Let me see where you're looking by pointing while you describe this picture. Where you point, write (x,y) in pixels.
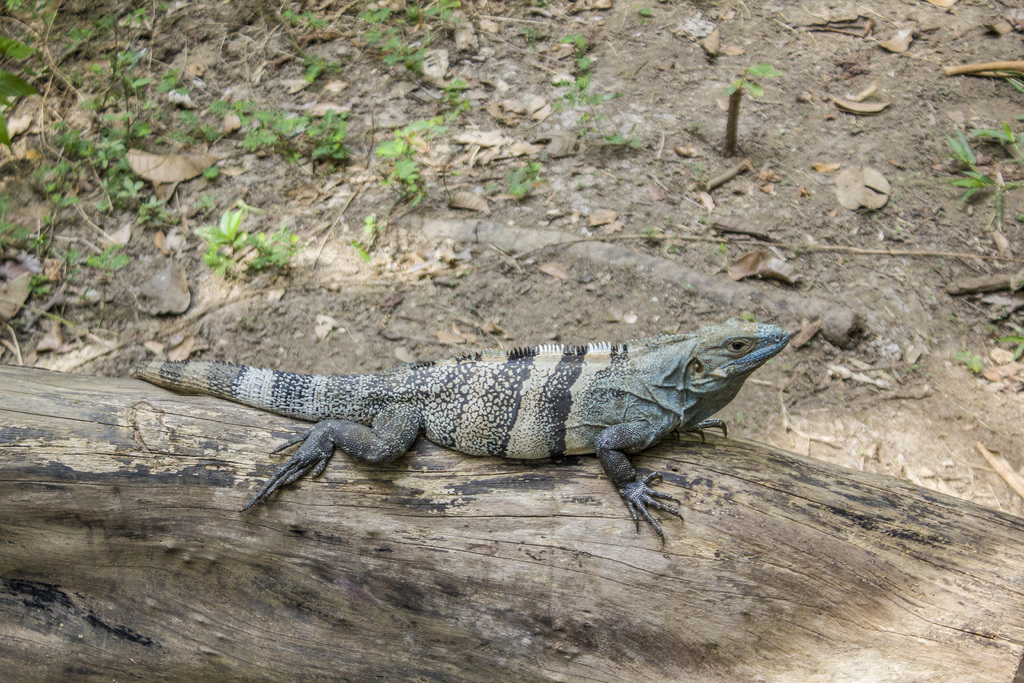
In this image we can see a reptile (417,415) on the wood (370,481), there are some dry leaves (180,279) and plants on the ground (652,166).
